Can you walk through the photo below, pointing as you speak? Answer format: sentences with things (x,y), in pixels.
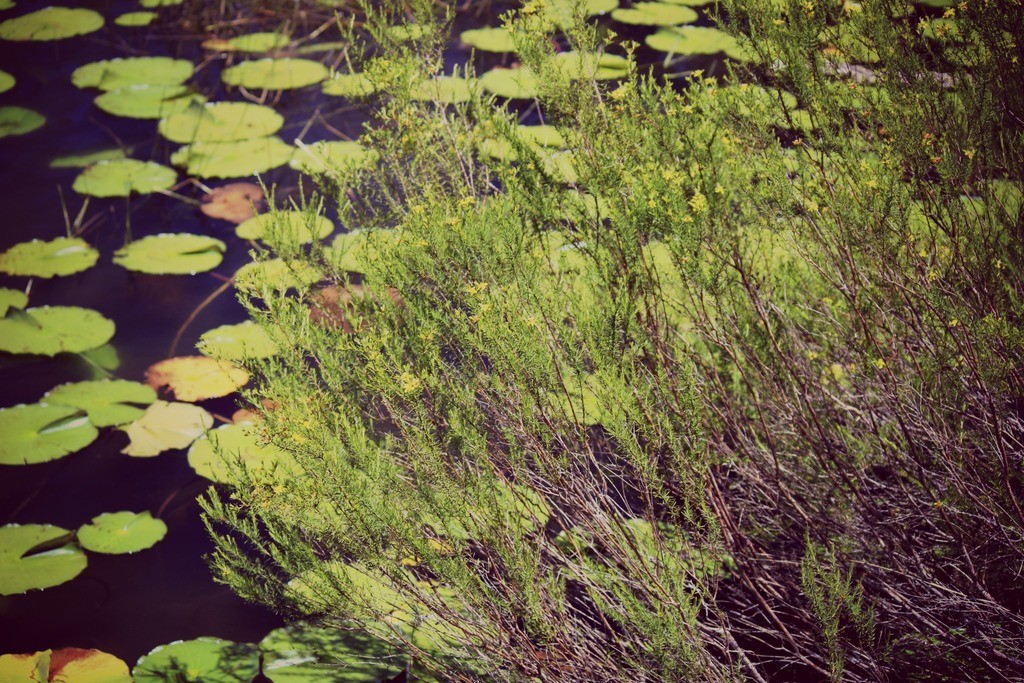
In this image we can see there are plants (607,316) and there are leaves (136,175) on the water (166,152).
